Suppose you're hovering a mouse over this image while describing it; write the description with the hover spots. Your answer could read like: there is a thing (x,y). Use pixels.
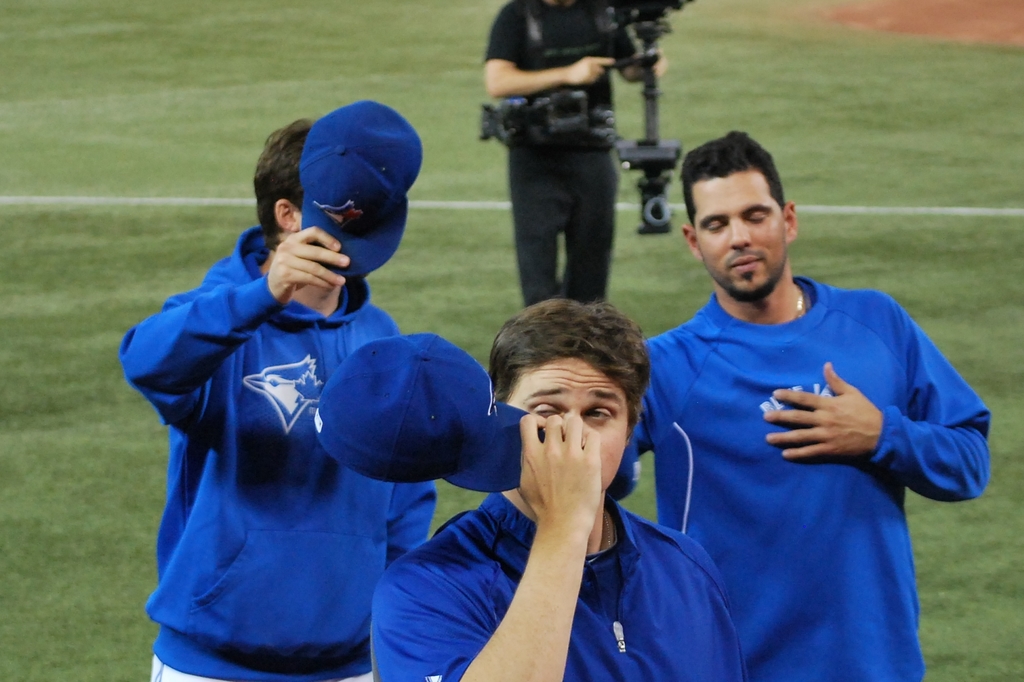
In this picture we can see the green grass (852,80). We can see a man (576,50) in a black attire (583,170) and he is holding a camera (618,62). We can see people (812,469) wearing blue t-shirts (846,497) and we can see blue caps (318,219).
